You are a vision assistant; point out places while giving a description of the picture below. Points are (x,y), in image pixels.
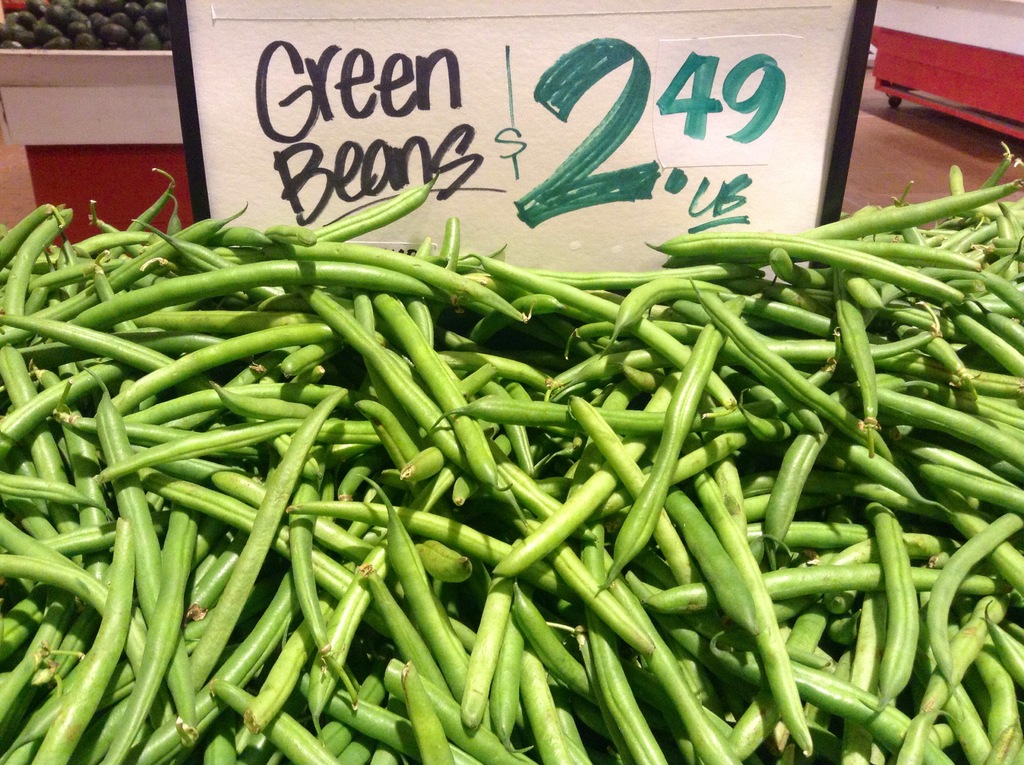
In this picture there are beans (759,418) and there is a text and there is a price (692,100) on the board (398,112). At the back (110,19) there are vegetables (96,14) and tables (91,197).
